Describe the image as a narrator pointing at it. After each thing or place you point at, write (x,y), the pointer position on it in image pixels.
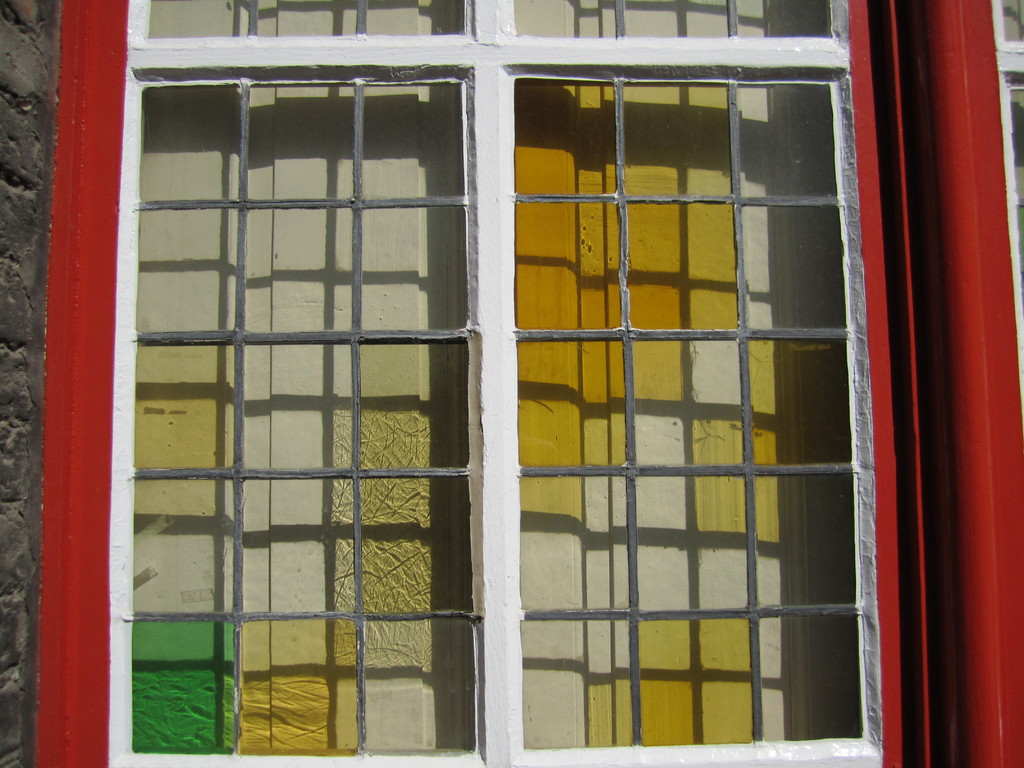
Here in this picture we can see a window (822,227) present on a building (90,14) and we can see frame (861,13) of it
